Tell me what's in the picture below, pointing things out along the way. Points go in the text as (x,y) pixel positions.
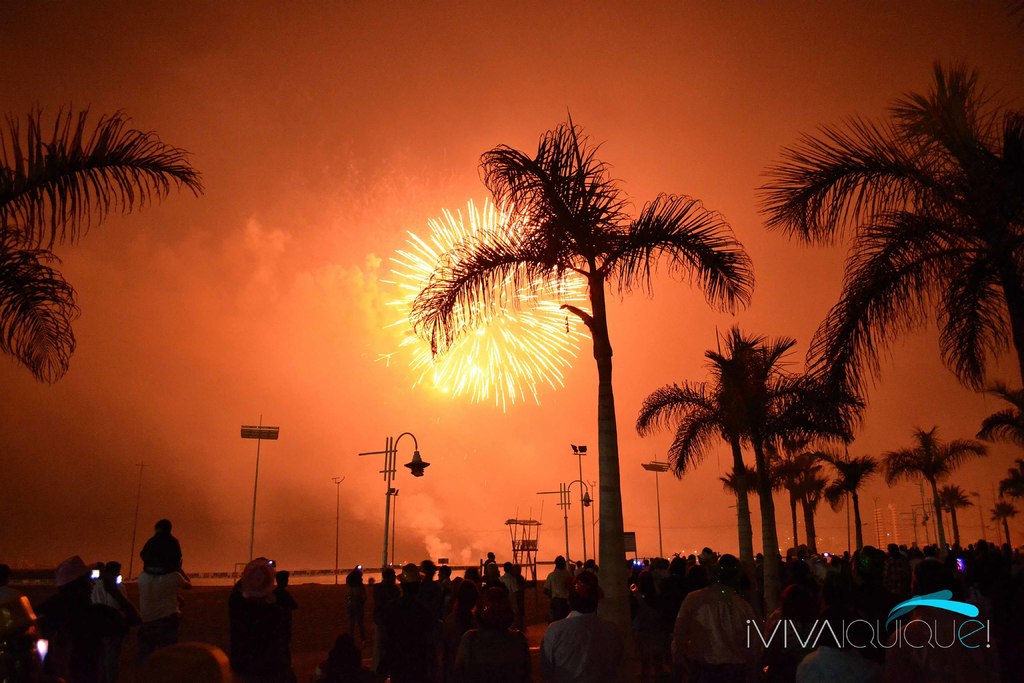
In this image we can see many people (765,652) at the bottom (633,624). There are many trees (949,498). And there is a light pole (387,511). In the background (446,219) there is firework (481,334). In the right bottom corner (839,644) something is written. Some are wearing hats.
